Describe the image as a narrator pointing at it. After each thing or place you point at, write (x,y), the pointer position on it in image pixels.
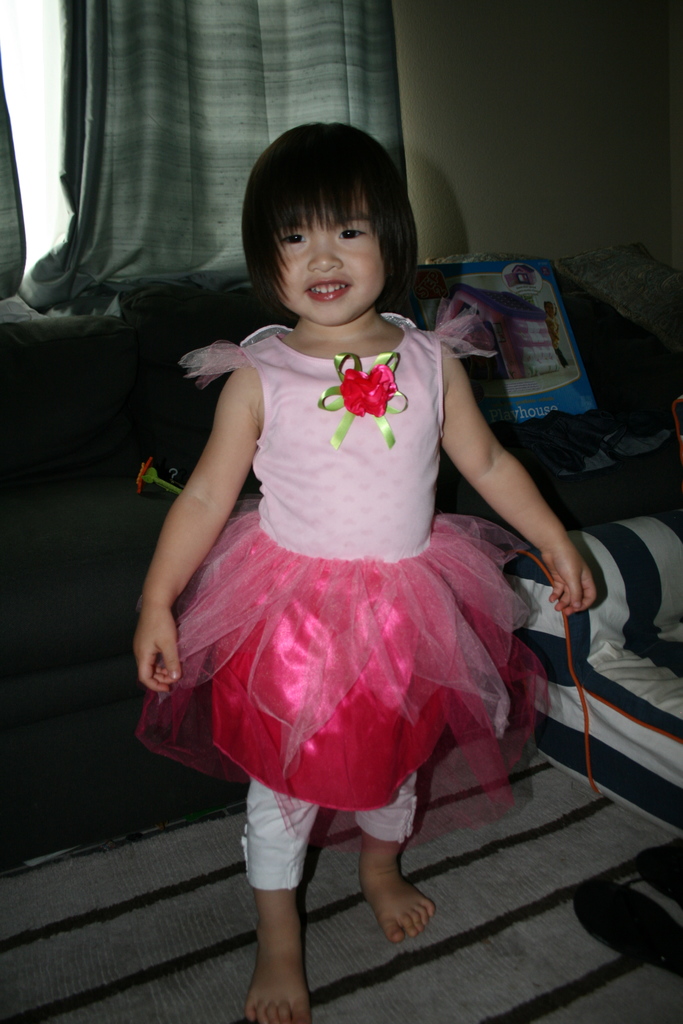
In this image I can see a girl (301,577) is standing and smiling. In the background (114,33) I can see curtains (379,97), a wall (578,146) and other objects (588,443) on the floor (407,1022).
